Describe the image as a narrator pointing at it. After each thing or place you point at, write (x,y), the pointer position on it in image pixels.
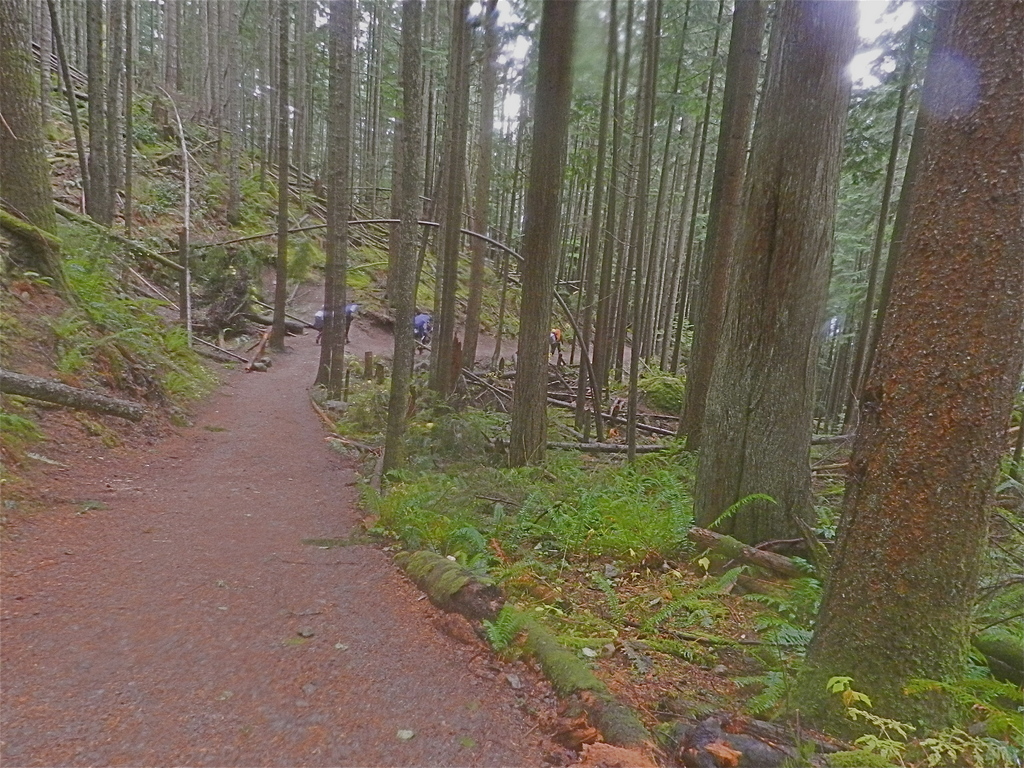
In this picture I can see few persons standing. There are trees (921,171), plants (642,515), and in the background (864,74) there is the sky (893,7).
